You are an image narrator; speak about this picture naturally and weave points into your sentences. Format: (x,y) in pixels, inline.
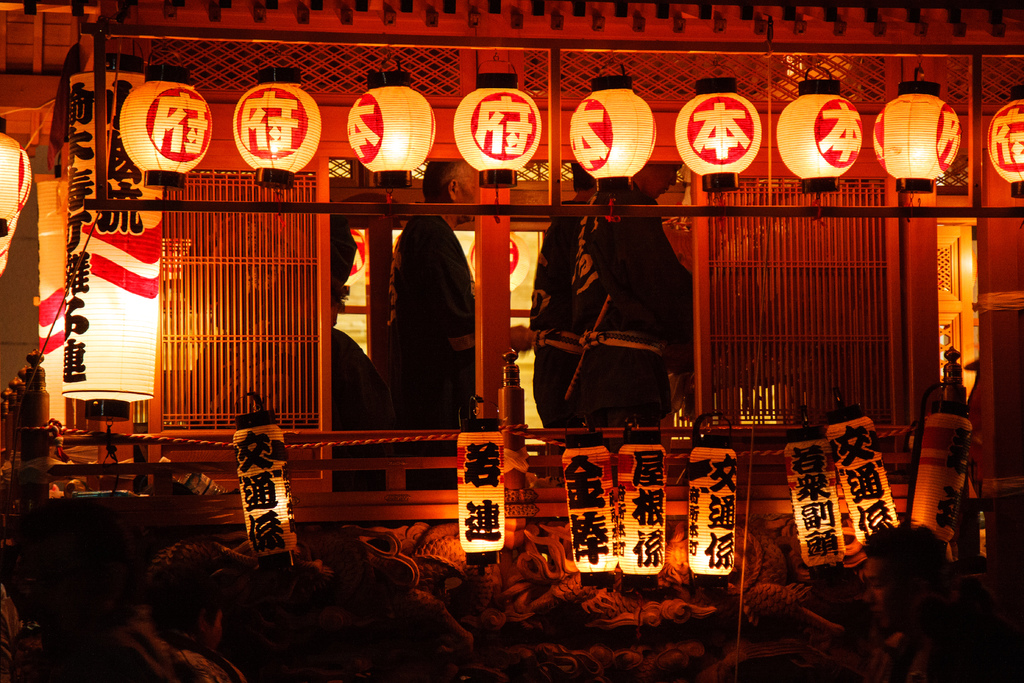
In this image we can see group of persons (607,235) are standing, at above there are lights (724,186), there are some objects (482,533), there it is dark.
